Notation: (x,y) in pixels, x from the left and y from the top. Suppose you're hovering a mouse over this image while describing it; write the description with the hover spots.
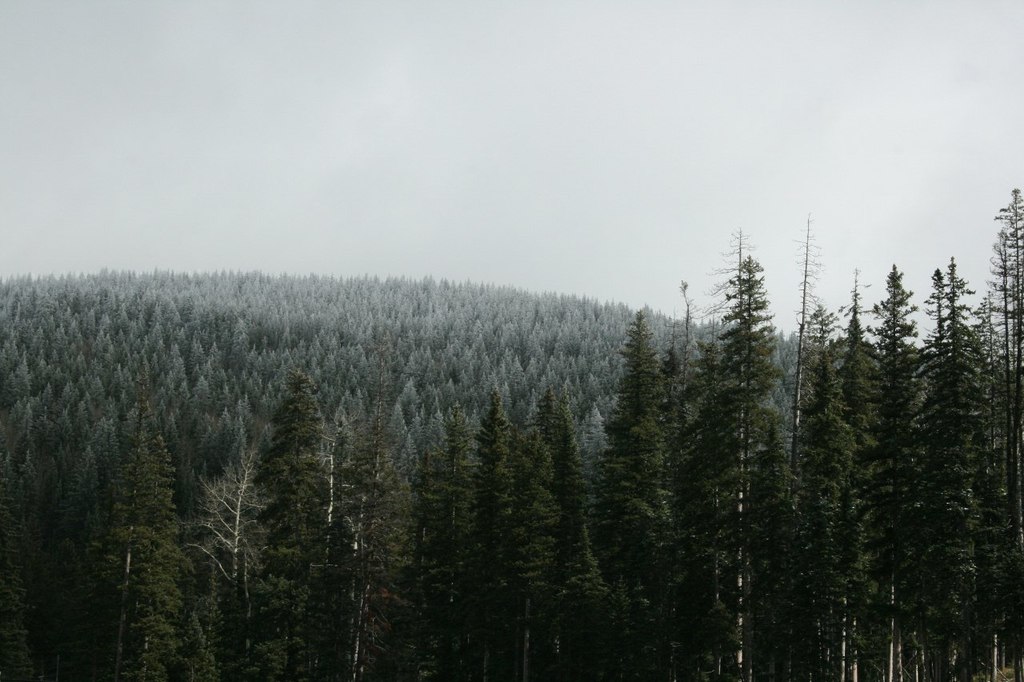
This image is taken outdoors. At the top of the image (217,218) there is the sky (526,188) with clouds (669,201). In the middle of the image (460,310) there are many trees (719,510) with leaves (308,360), stems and branches (214,559).
